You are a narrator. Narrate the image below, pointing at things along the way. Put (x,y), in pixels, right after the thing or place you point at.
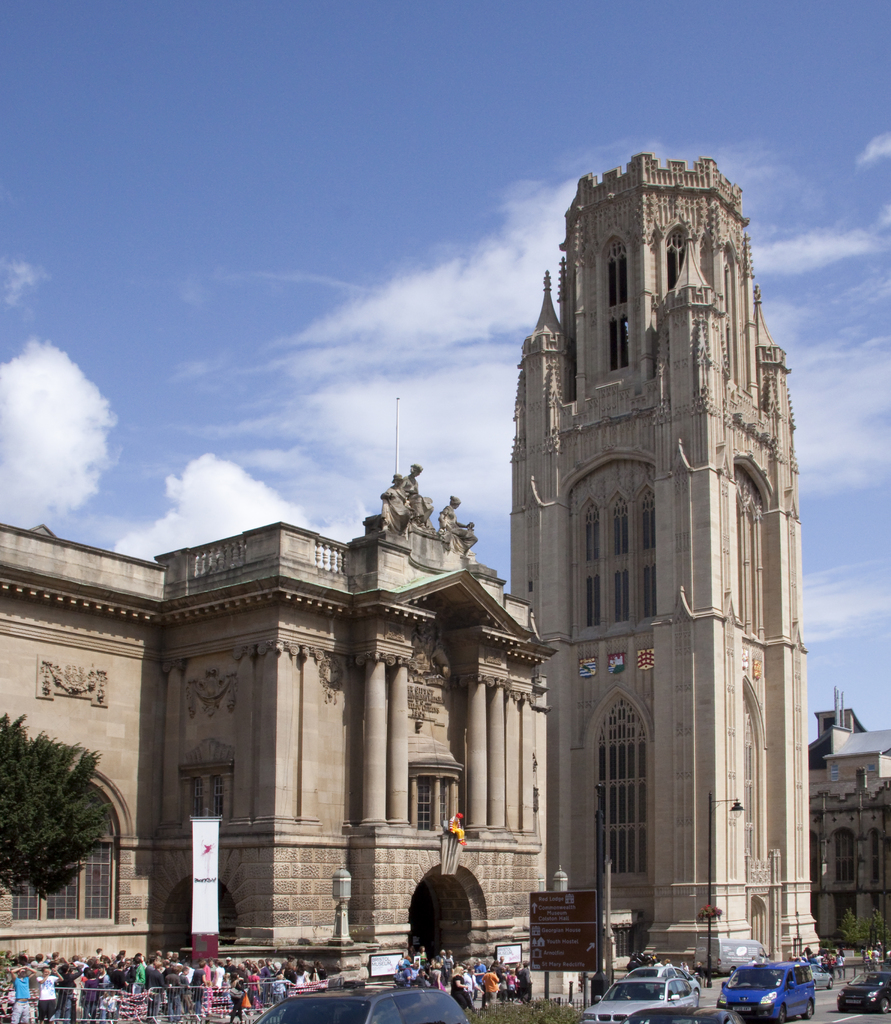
In this image we can see buildings (386,568), statues (387,522), persons (198,999) walking on the road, motor vehicles (652,973) on the road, street poles (611,935), street lights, trees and sky (471,342) with clouds (290,333) in the background (130,207).
